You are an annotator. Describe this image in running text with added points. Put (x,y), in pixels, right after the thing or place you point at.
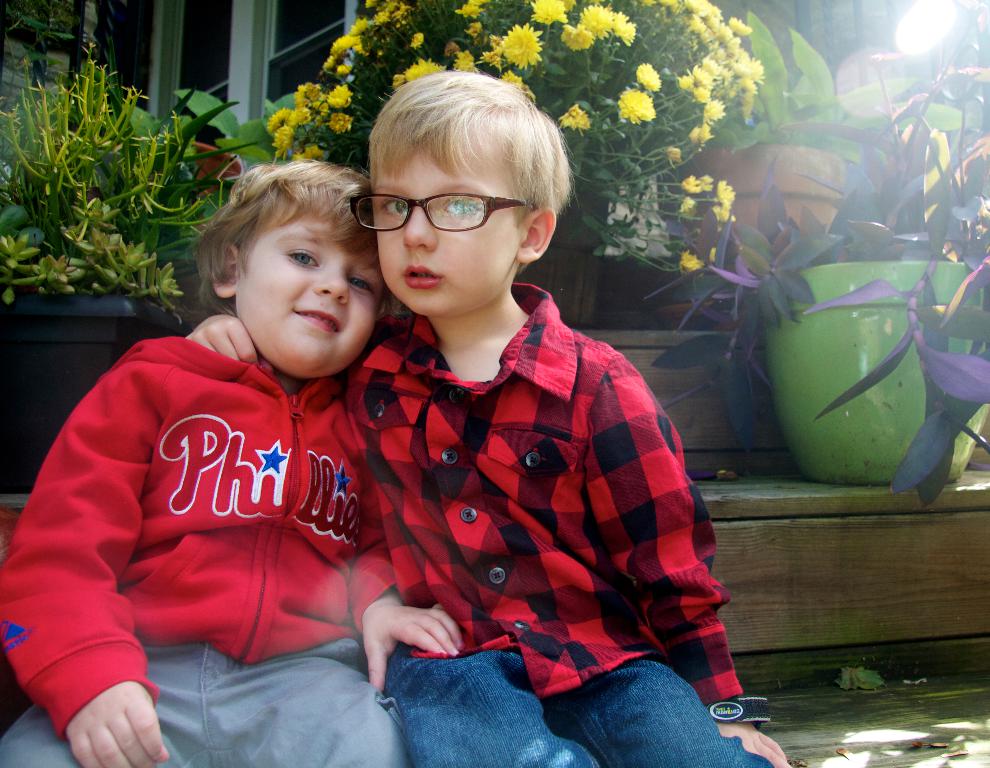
In this image we can see kids (419,527) sitting on the stairs (740,647). In the background (127,337) there are different kinds of plants (729,185) in the pots (846,328).
